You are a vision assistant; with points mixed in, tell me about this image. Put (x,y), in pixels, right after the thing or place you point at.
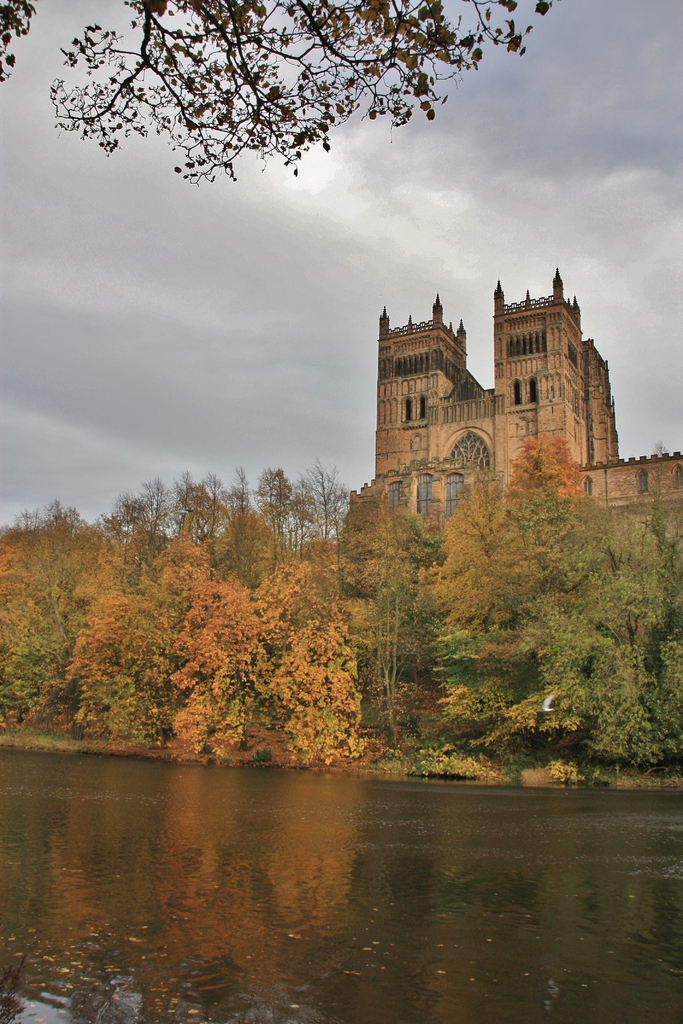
In this picture there is a building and there are trees (354,692). At the top (332,278) there is sky (256,159) and there are clouds (313,194). At the bottom (317,901) there is water (494,882).
